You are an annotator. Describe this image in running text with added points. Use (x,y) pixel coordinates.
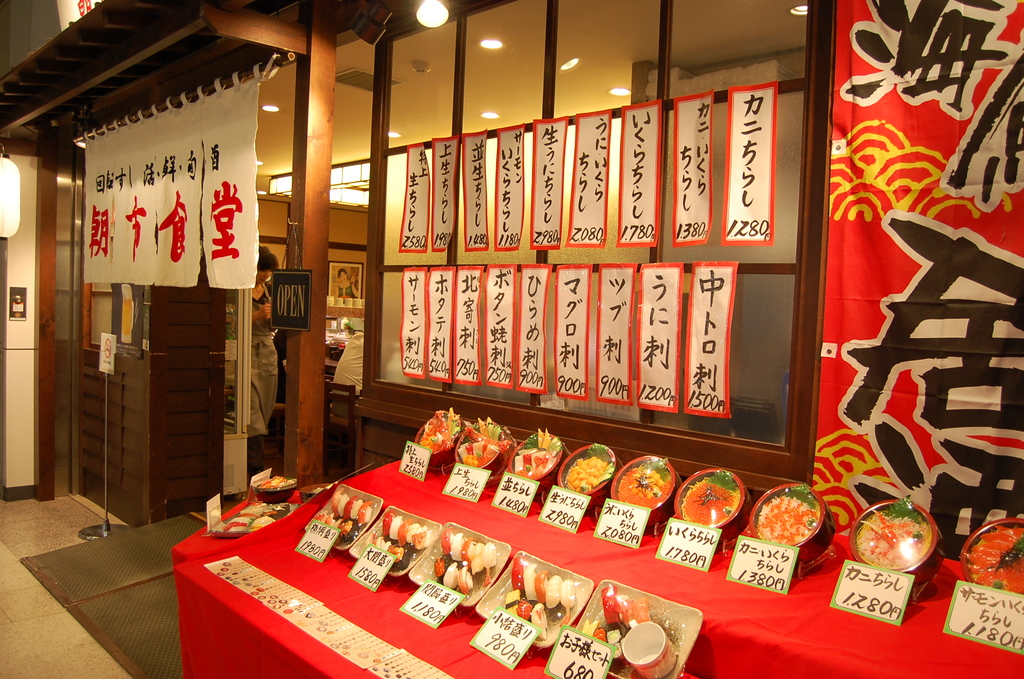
In this picture I can see food items (1012,571) on the plates (658,615) and in the bowls (804,542) and there are price boards (858,576) on the tables (210,579), there are lights (61,5), banners (824,438), there is a person (258,340) standing, there are chairs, there is a frame (361,270) attached to the wall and there are some objects (339,343).
